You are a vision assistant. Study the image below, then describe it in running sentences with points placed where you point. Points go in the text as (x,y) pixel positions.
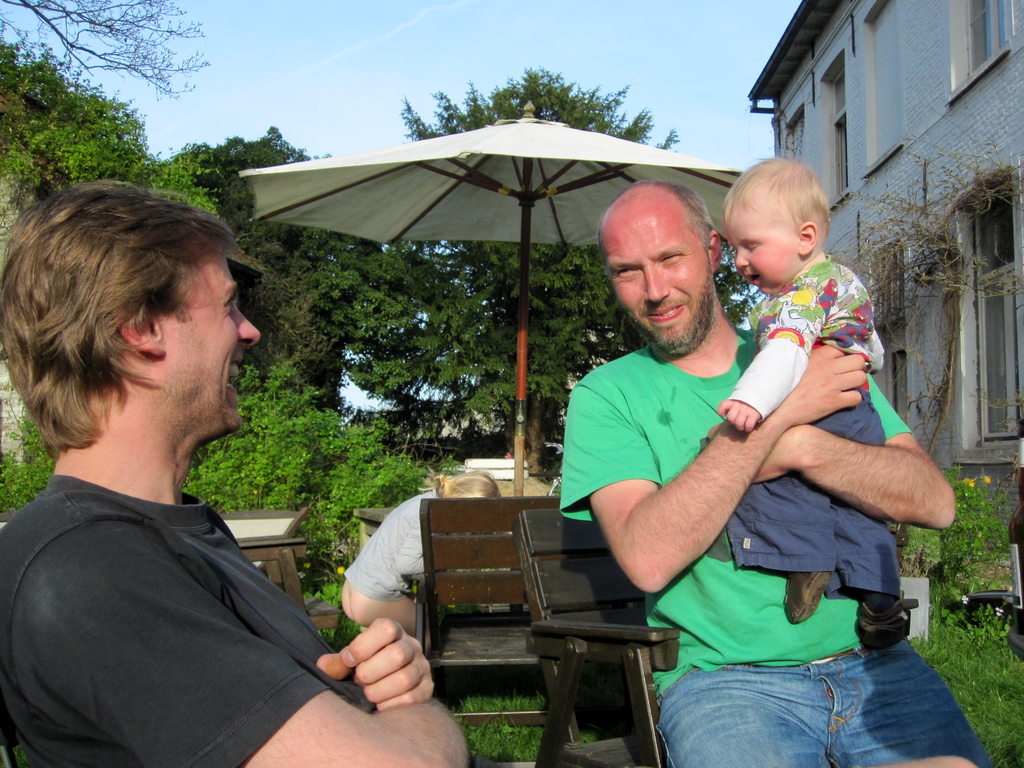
In this picture I can see couple of men (186,395) seated on the chairs (639,676) and I can see a man (820,391) holding a baby (821,345) in his hands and I can see an umbrella (505,216) and few chairs (497,546) and tables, I can see another human (375,588) in the back (386,572) and I can see trees (435,305) and a building (930,286) on the right side (936,105) and I can see a blue cloudy sky (604,35) and few plants (370,480).
